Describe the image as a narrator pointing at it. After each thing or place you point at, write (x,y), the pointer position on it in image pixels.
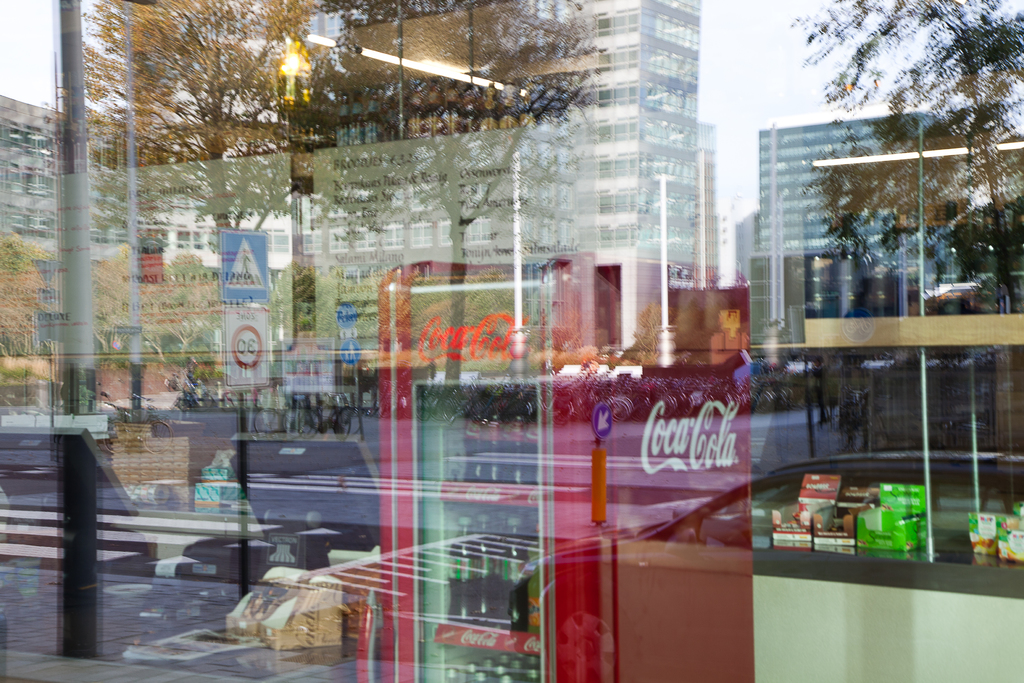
In this picture we can see a glass (630,517) in the front (610,498), from the glass (630,509) we can see a refrigerator (537,521), we can see reflection (587,115) of buildings (604,206), poles (775,193), trees (528,123), boards (255,285) and the sky (774,33) on this glass (651,271), we can also see a light (436,70) from the glass (403,65).
